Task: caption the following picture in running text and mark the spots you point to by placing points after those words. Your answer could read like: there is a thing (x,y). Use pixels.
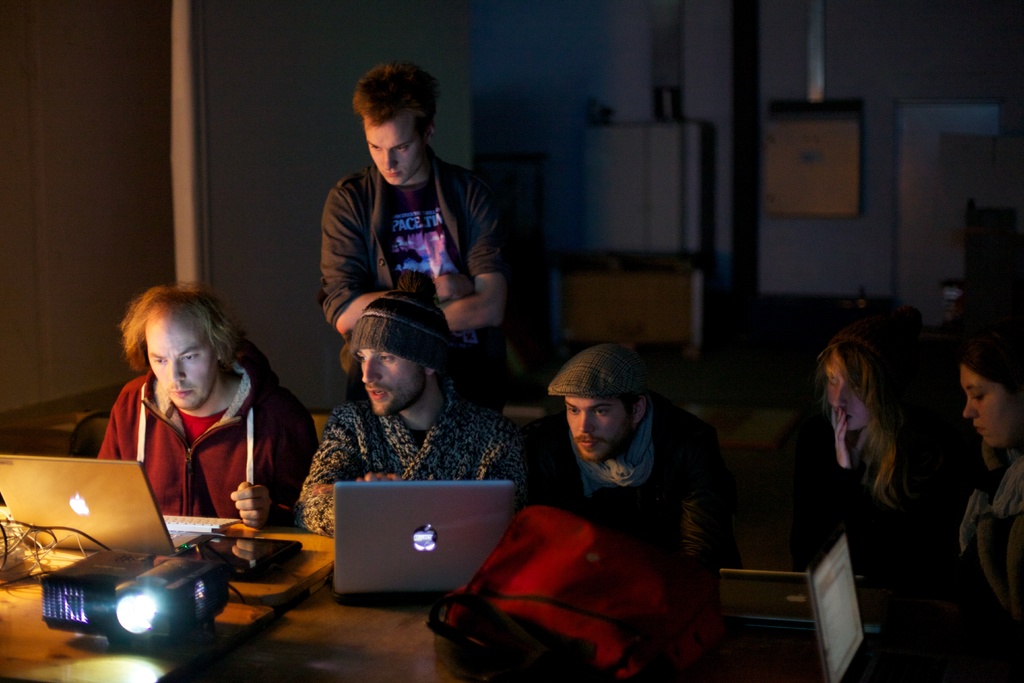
In this image in the front (472,622) there is a table (769,667), on the table (359,632) there are laptops (394,535), wires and there is a bag (604,622) and a projector (121,594). In the center (356,438) there are persons (690,487) sitting and there is a man (405,269) standing. In the background (687,192) there are objects (792,211) which are visible.
